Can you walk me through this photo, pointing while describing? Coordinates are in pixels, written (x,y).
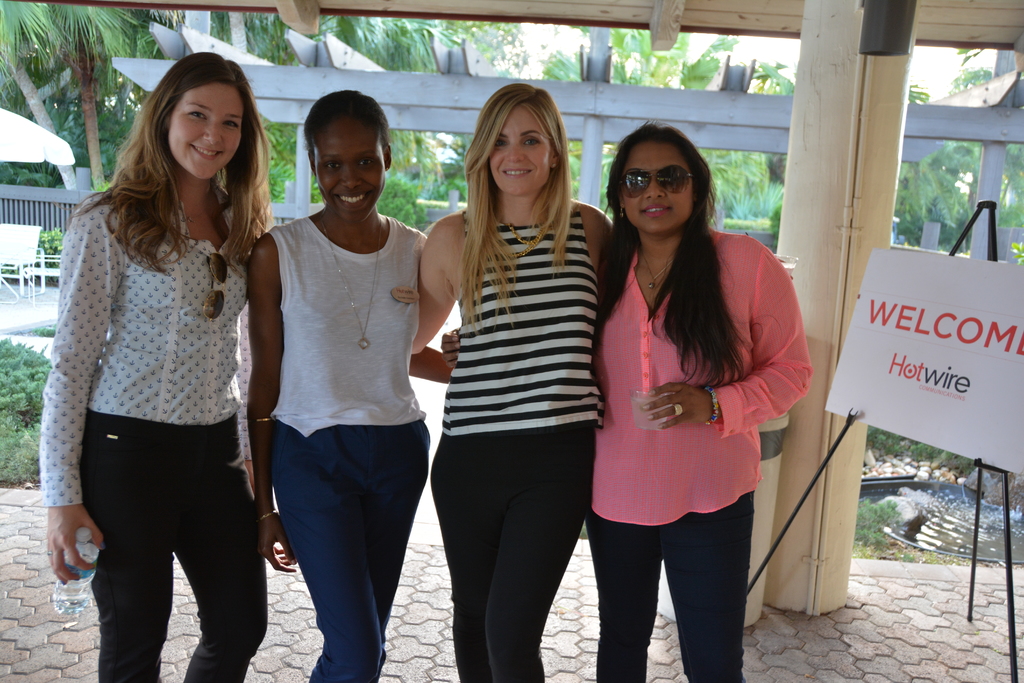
In this image we can see a group of people (506,360). There are many trees (58,71) and plants (122,115) in the image. There are few chairs (21,244) and some objects (28,148) at the left side of the image (21,244). There is a water (951,527) at the right side of the image (957,521). There is a board (931,357) at the right side of the image (953,351).
